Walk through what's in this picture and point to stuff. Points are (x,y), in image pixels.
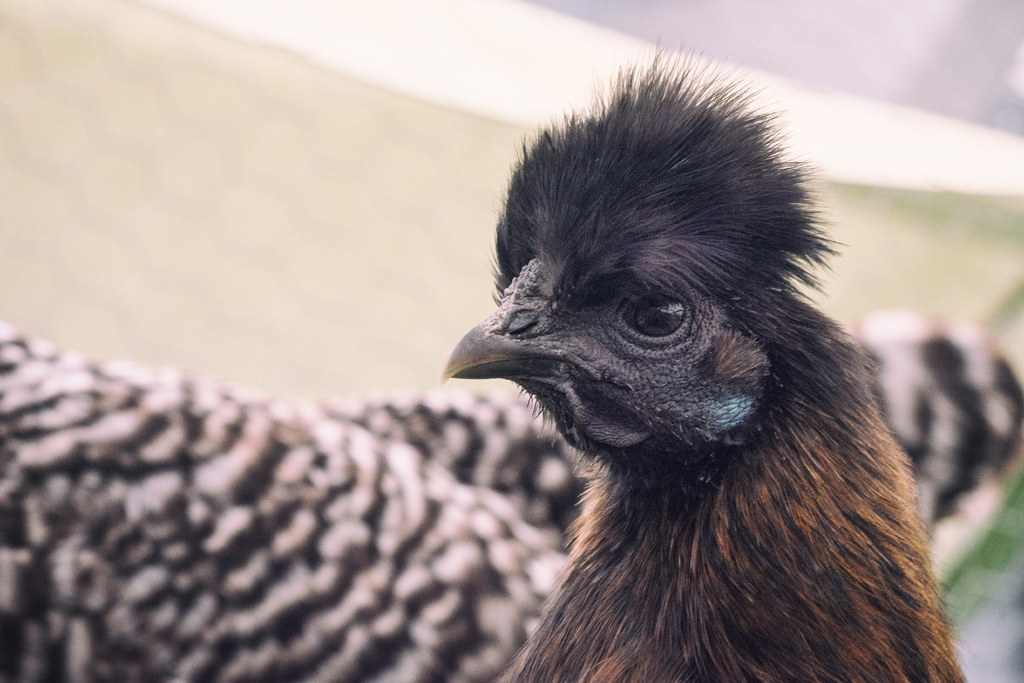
In this image I can see bird (791,405) which is in brown and black color. Back Side I can see white and cream color background (291,140).
